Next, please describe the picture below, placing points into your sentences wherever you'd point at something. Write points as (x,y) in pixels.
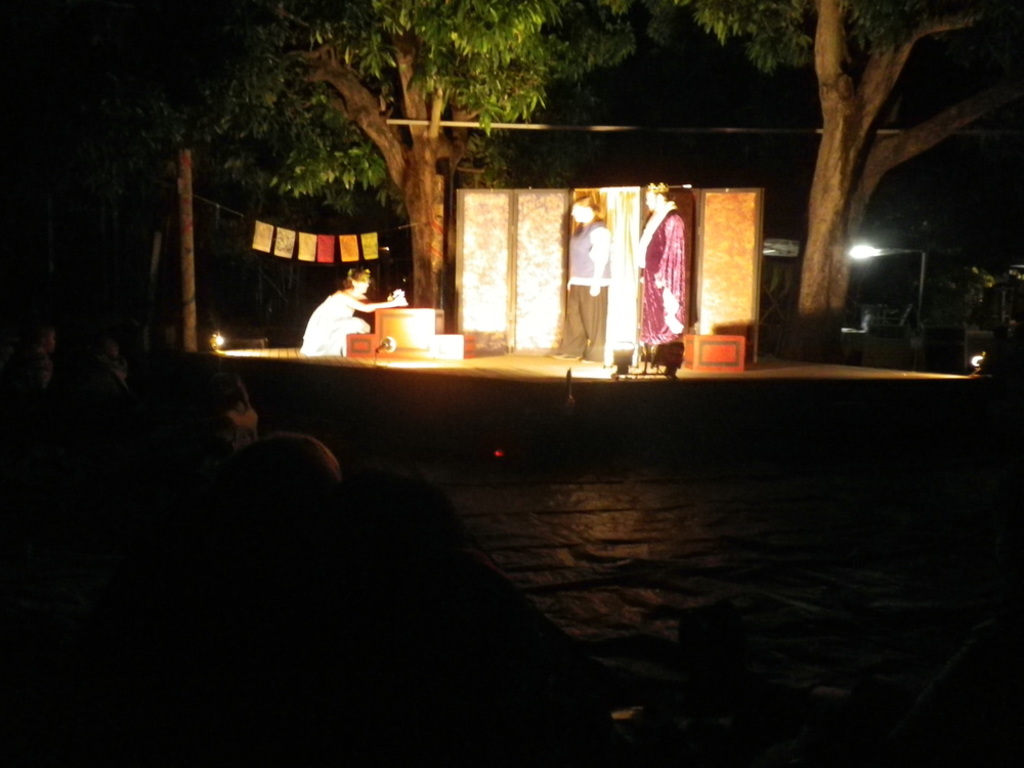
In this image I can see three people (654,331) with different color dresses (585,300). To the left (267,241) I can see the colorful objects (286,254) hanged. In the back (809,278) I can see the lights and many trees (988,33). And I can also see the black background (578,175).
